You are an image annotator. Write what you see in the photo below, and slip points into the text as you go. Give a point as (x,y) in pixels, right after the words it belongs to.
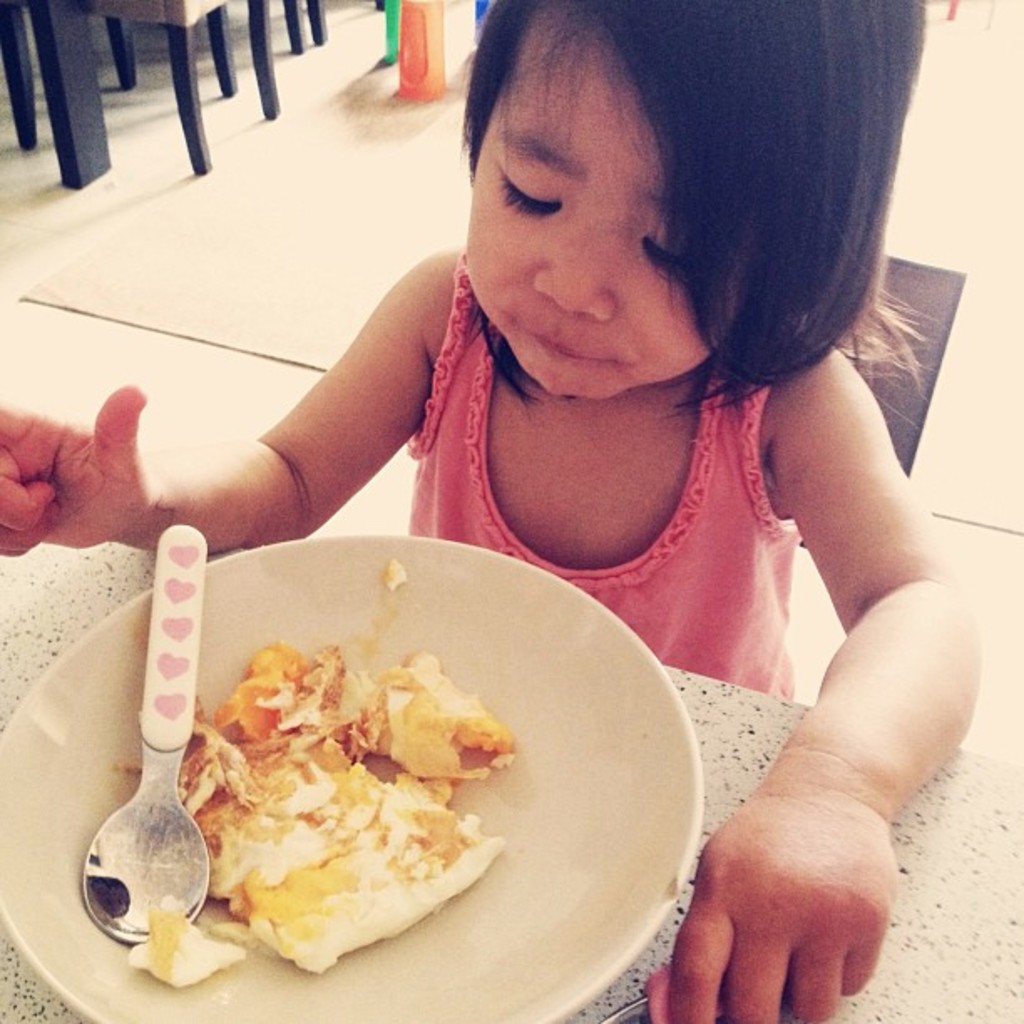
In this image we can see a kid (600,322) near the table (942,965) holding an object (647,997), there is a plate (508,910) with food item (328,818) and a spoon (172,739) on the table (723,739) and there are few objects (415,50) on the floor (223,177) in the background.
